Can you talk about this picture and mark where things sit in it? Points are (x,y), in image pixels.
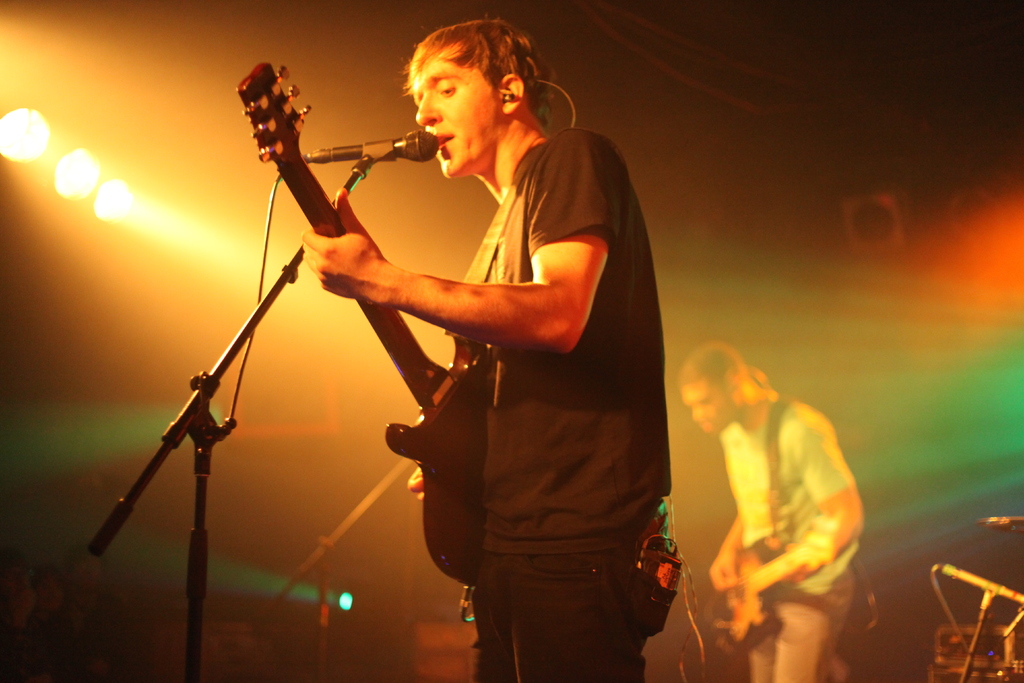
In this picture we can see a man (585,268) who is standing in front of mike (410,154) and playing guitar (430,513). Here we can see a man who is playing a guitar (740,603). And these are the lights (129,213).
